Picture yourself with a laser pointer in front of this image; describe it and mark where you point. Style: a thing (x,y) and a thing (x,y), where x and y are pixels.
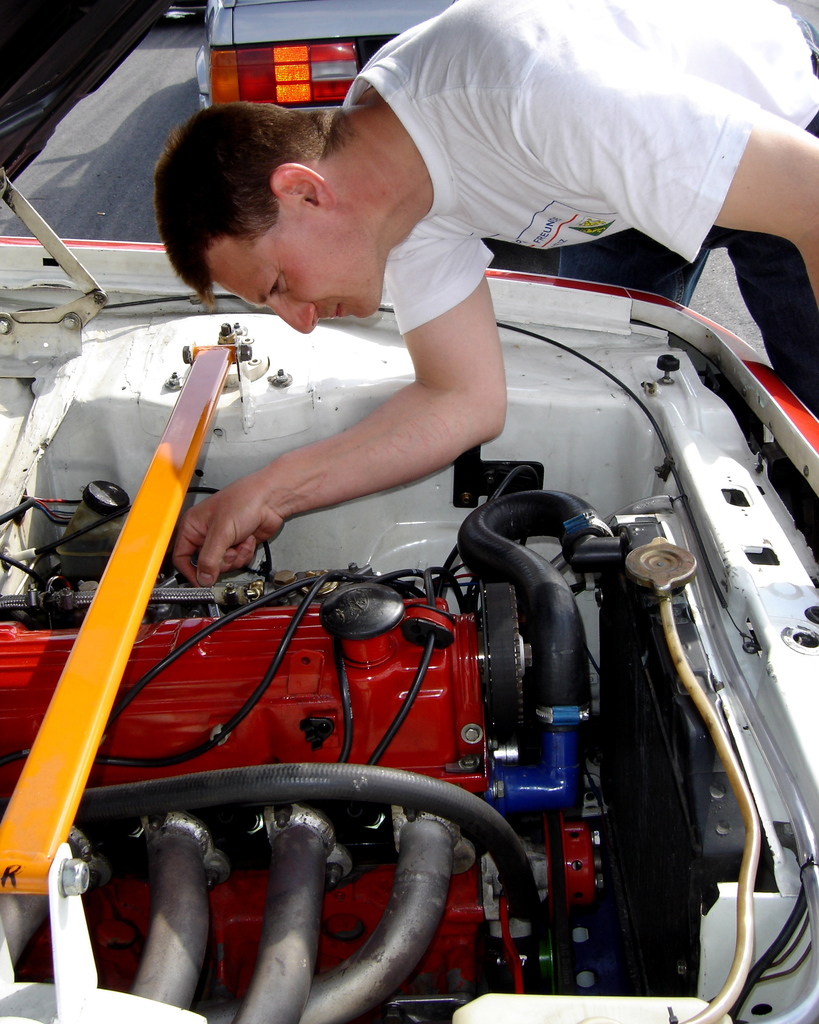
In the foreground of this picture (269,378), we see a man (522,131) in white T shirt (468,163) and in front of him there is car (322,810) with opened bonnet (46,72) and in the background (277,34) we see a vehicle (275,36).
